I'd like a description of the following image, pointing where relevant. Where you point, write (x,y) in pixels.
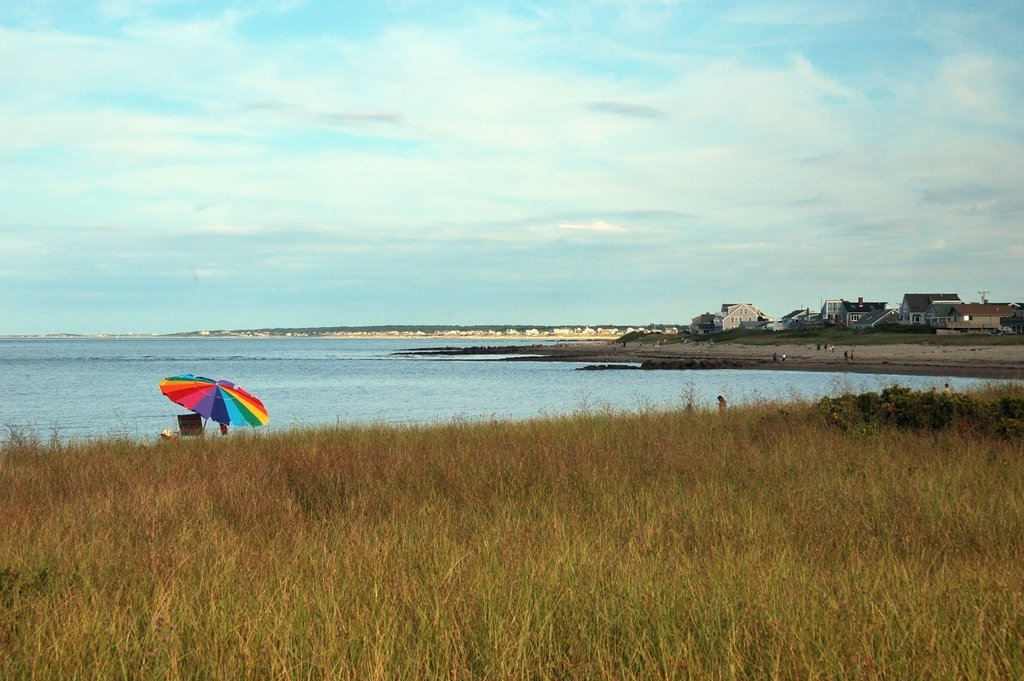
We can see grass (630,477), umbrella (189,408) and chair (185,425). Far we can see people (777,359) and water (387,384). In the background (377,307) we can see buildings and sky (654,221) with clouds (531,251).
